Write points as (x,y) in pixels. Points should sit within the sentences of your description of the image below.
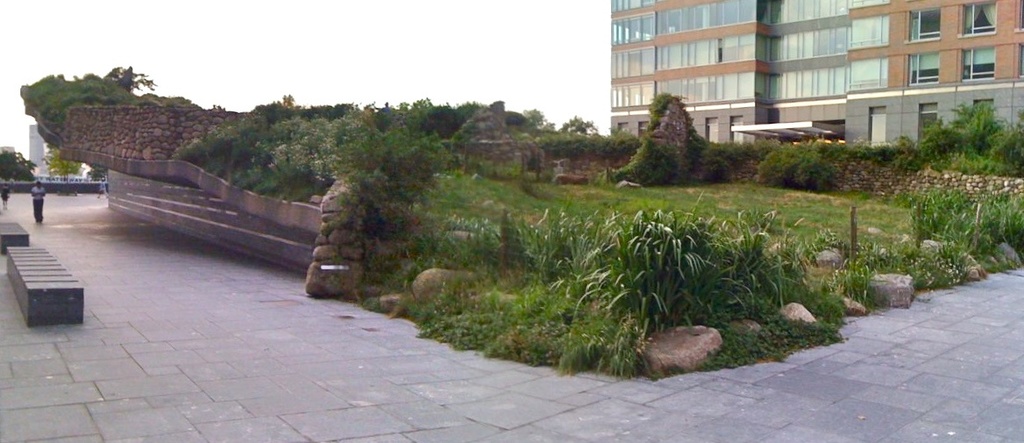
In this image I can see on the left side (36,208) maybe there is a person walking on the floor (66,207). In the middle (540,271) there are plants (499,224), on the right side (895,76) there is a building (754,64), at the top (435,35) there is the sky (410,37).
